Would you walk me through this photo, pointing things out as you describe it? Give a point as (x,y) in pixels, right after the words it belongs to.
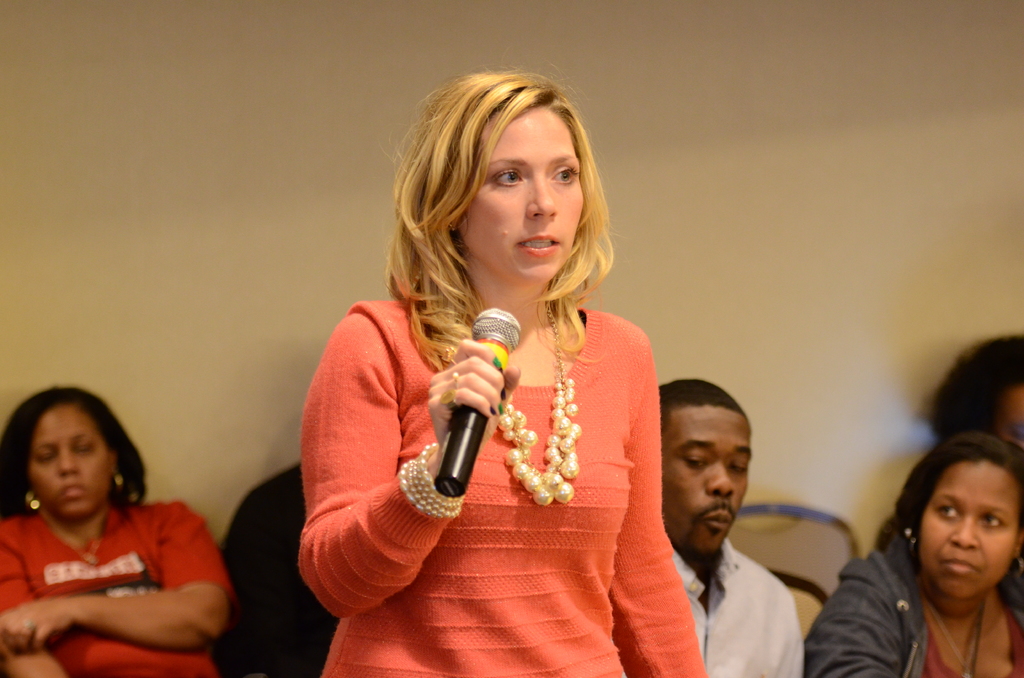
In this image I can see number of people (109,604) where one woman (437,109) is standing and holding a mic (488,319) in her right hand (438,391). I can see she is wearing orange color dress (647,407). In the background (277,136) I can see a wall (208,254).
